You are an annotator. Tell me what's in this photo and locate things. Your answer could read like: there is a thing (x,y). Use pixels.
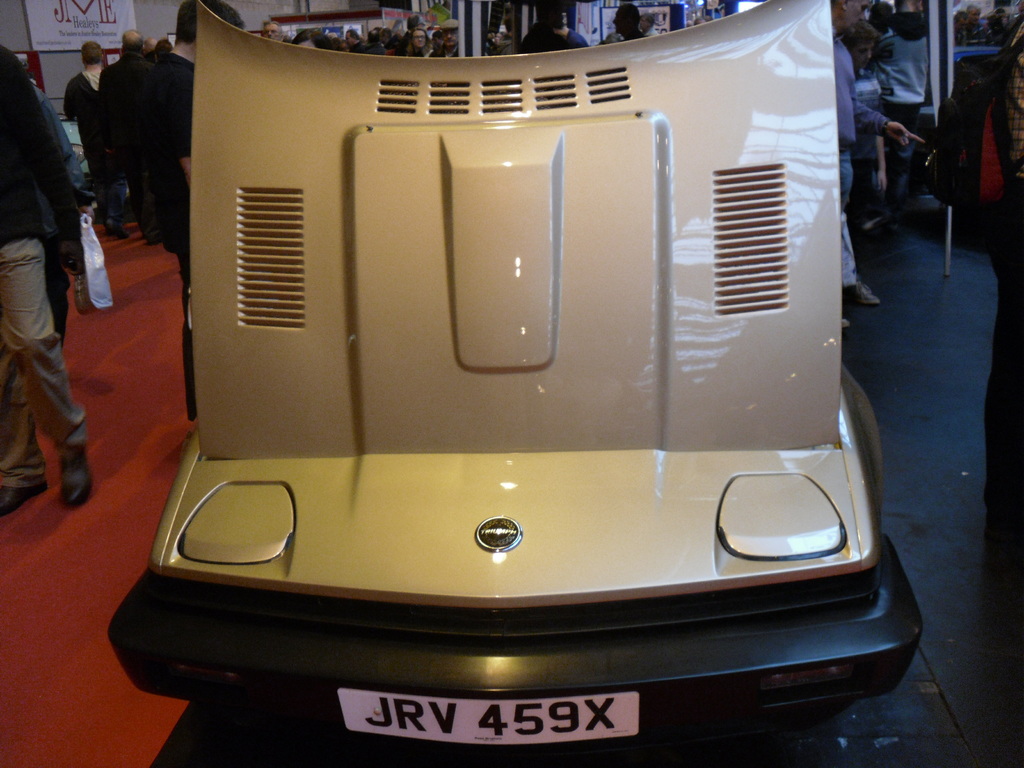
In the foreground of this image (627,495), there is a vehicle (561,675). In the background (233,24), there are persons (55,197) standing and walking on the floor (117,272). We can also see few posts (91,9) and the poles (950,29).
